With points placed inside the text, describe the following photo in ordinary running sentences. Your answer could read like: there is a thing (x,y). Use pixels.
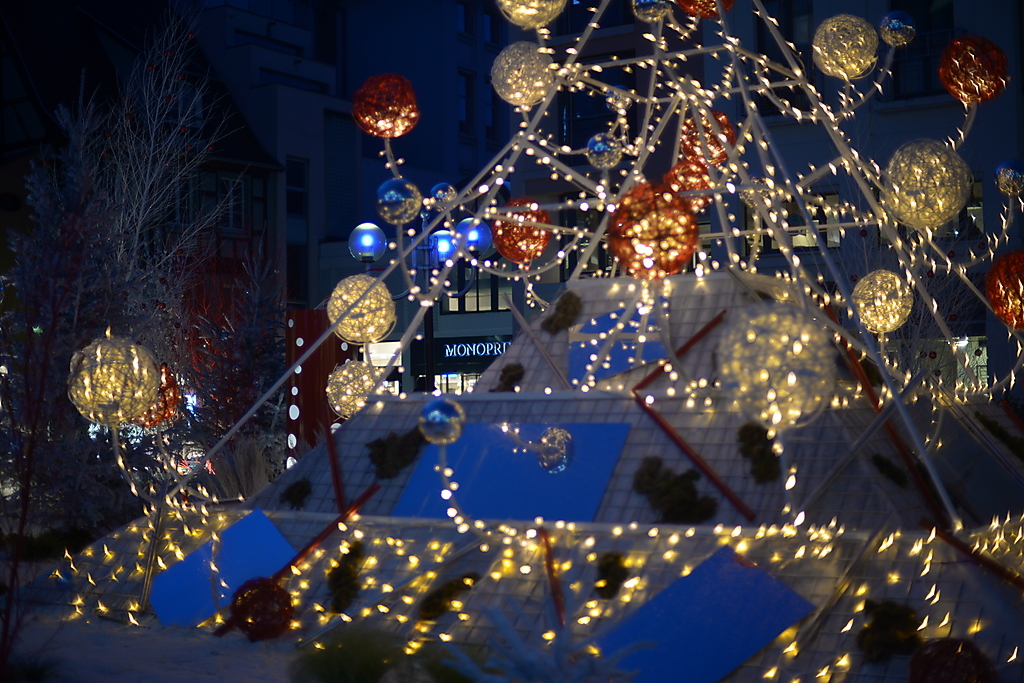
In this picture we can see decorative lights (515,553) and trees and in the background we can see buildings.
